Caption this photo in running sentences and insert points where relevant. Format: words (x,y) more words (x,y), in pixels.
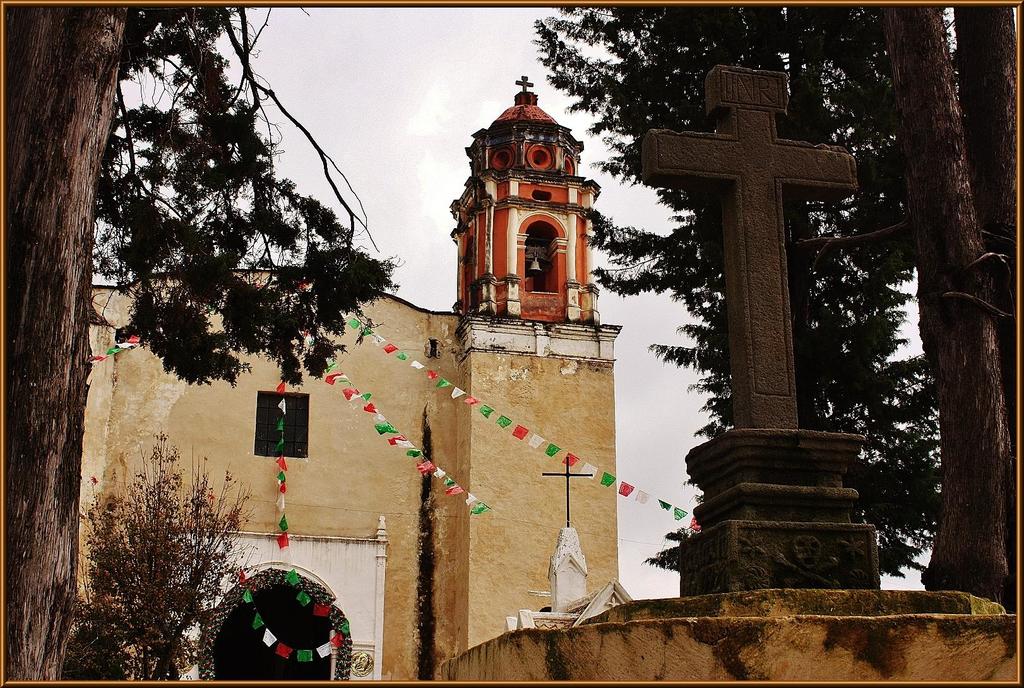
This is a holy cross symbol (747,262). Here is the building (322,465) with the window (286,422). I can see a bell (541,268) hanging. This looks like an arch (216,644). These are the trees (240,522) with branches (207,139) and leaves (193,153).
